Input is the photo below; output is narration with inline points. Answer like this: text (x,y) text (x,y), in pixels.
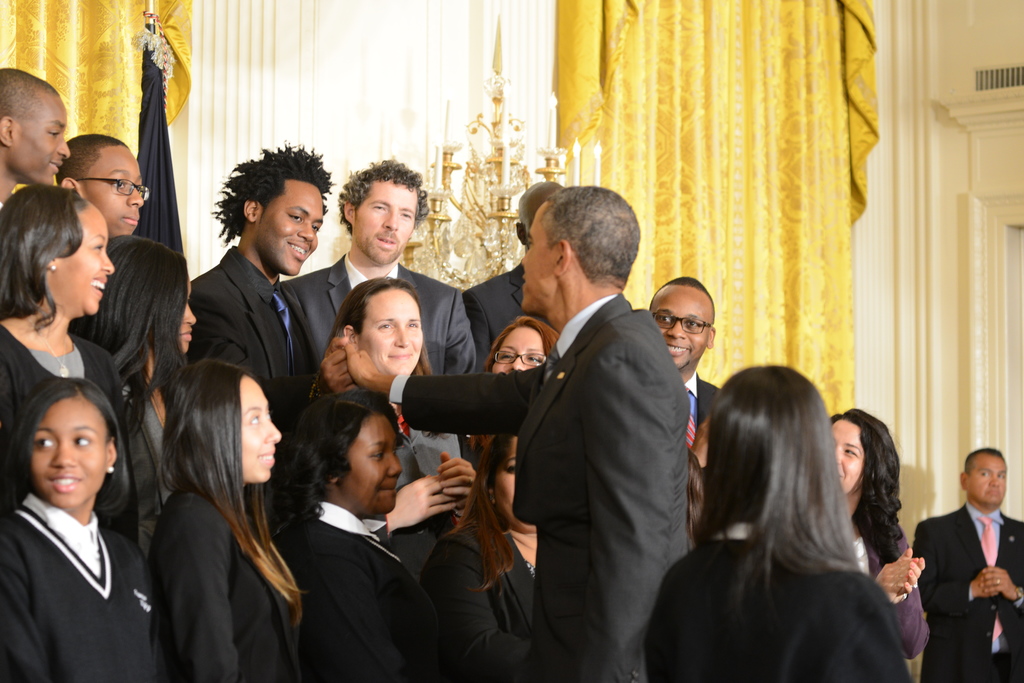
In this image in front (792,479) there are people (437,419). Behind them there is an object (483,195). In the background of the image (694,23) there are curtains (658,95).
